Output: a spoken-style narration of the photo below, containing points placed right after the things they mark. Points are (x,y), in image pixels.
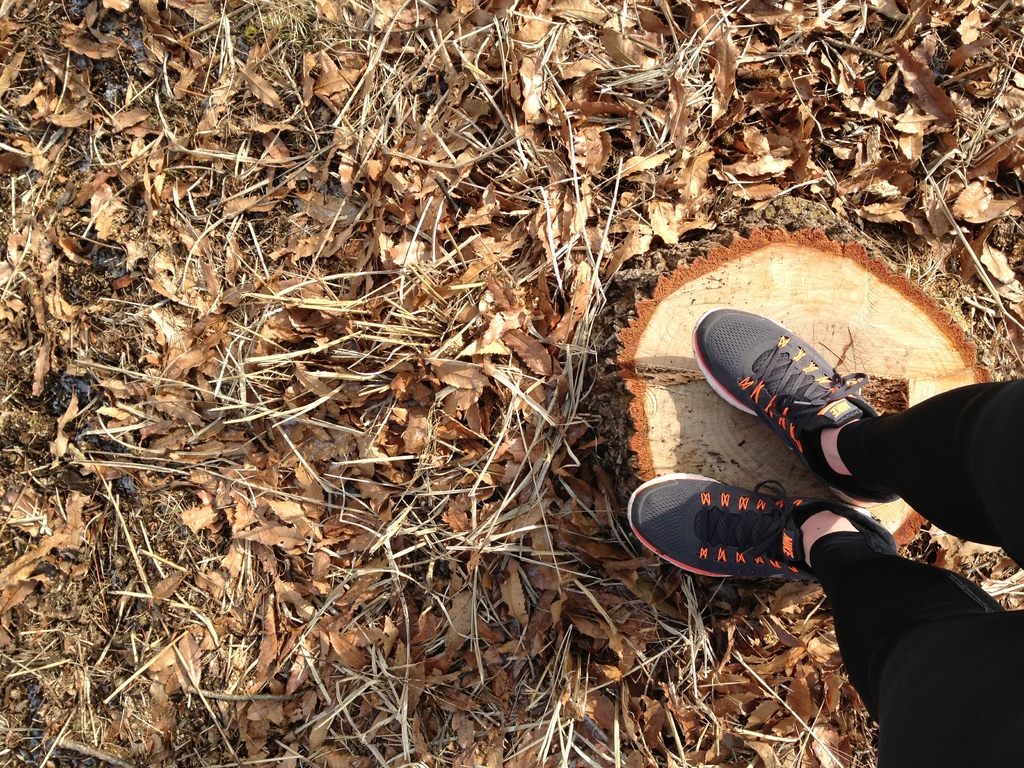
In this picture we can see a person (887,477) is standing on the wooden bark (796,463) and we can see few leaves (487,225).
